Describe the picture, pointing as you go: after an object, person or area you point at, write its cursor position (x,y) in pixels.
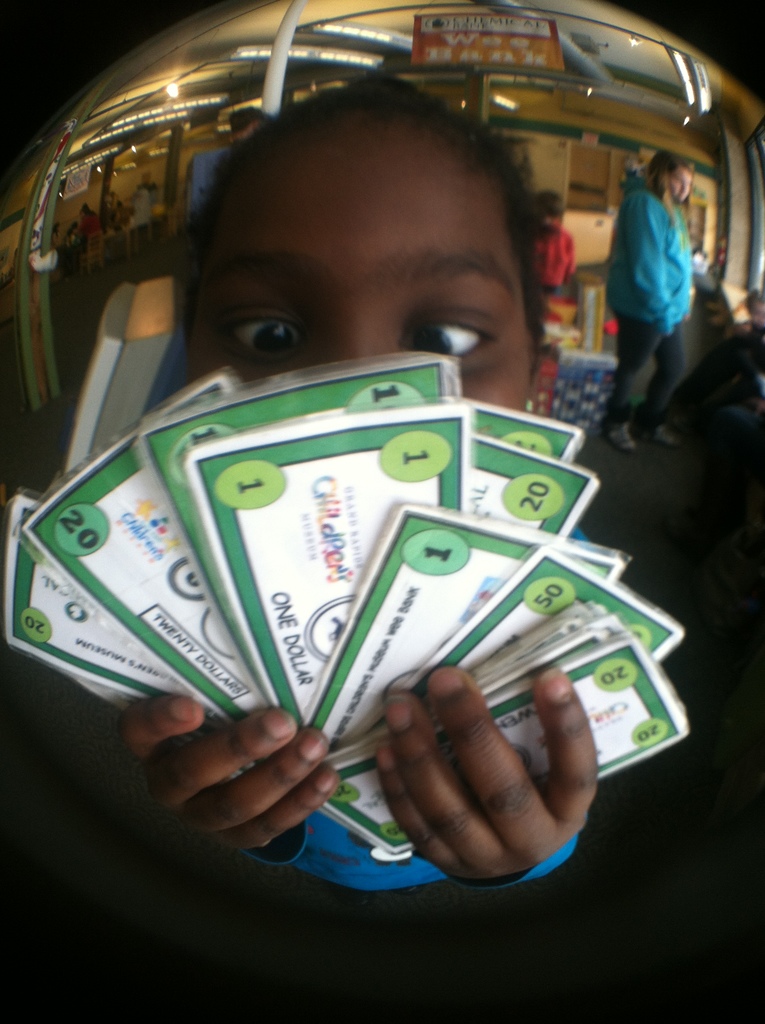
In this image in the foreground (422,123) a person (425,125) holding some cash (391,682) and in the background (556,195) we can see some people (676,336).
